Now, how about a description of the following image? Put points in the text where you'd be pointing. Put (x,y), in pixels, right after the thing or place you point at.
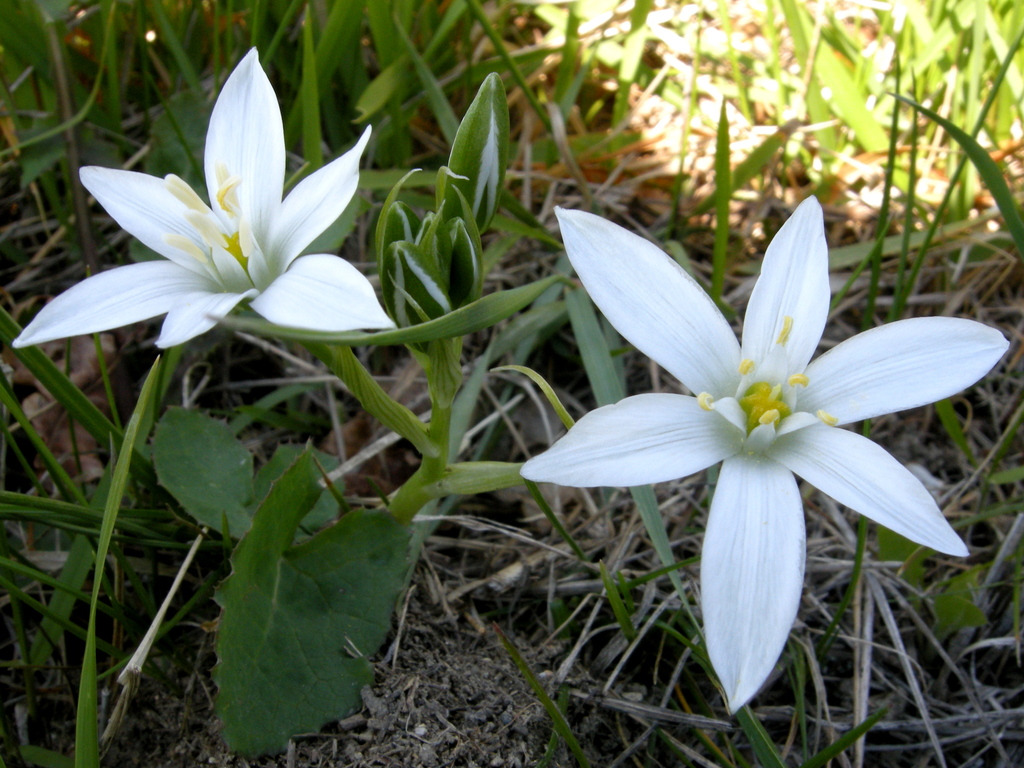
In the image there are white flowers (751,426) to a plant (479,479) on the grassland (574,340).
